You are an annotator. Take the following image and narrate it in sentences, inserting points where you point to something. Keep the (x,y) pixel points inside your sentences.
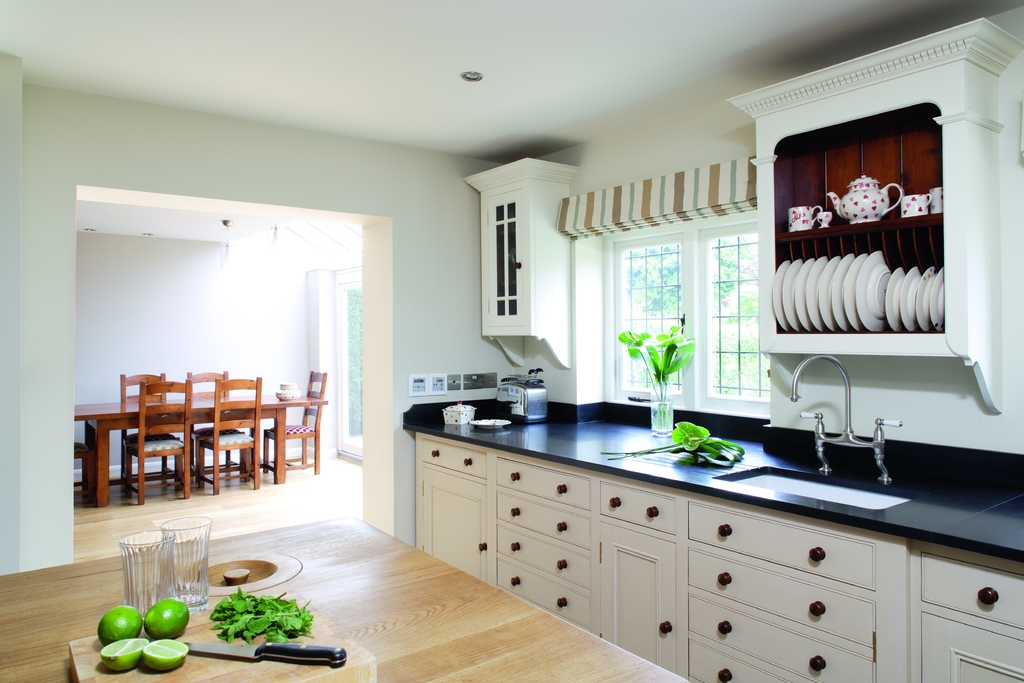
This is an image of inside where we can see a Kitchen (609,605) and on the right side (925,204) there is a cabinet (942,236) including tea sets (870,204) and set of plates (848,303) and there is a window (669,302) and on the left (39,613) there is a table (372,630) on which two glasses (202,581), knife (255,653), chopping board (197,668) and some vegetables (235,631) are placed. In the background (268,296) we can see a wall (210,318) and a dining table (113,422) and chairs (222,439).
